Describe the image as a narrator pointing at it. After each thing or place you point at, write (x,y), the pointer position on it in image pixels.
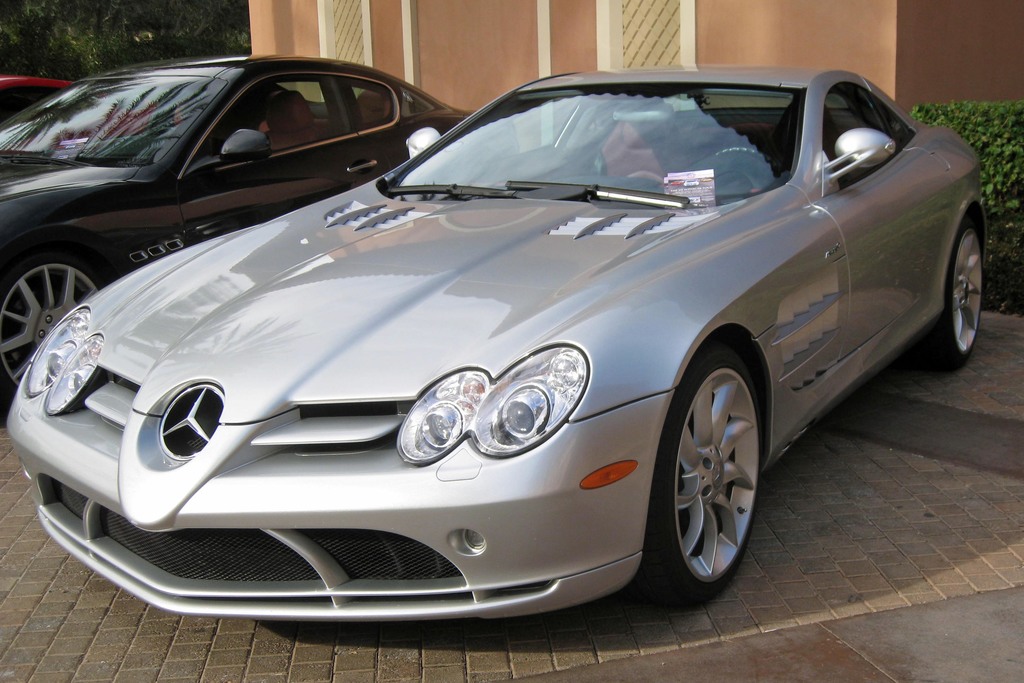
In the foreground of the picture (226,152) there are cars (322,281). On the right (999,150) there is a plant (974,111). On the left (138,32) there are trees (175,31). In the center of the background (293,13) there is a building (400,15).
